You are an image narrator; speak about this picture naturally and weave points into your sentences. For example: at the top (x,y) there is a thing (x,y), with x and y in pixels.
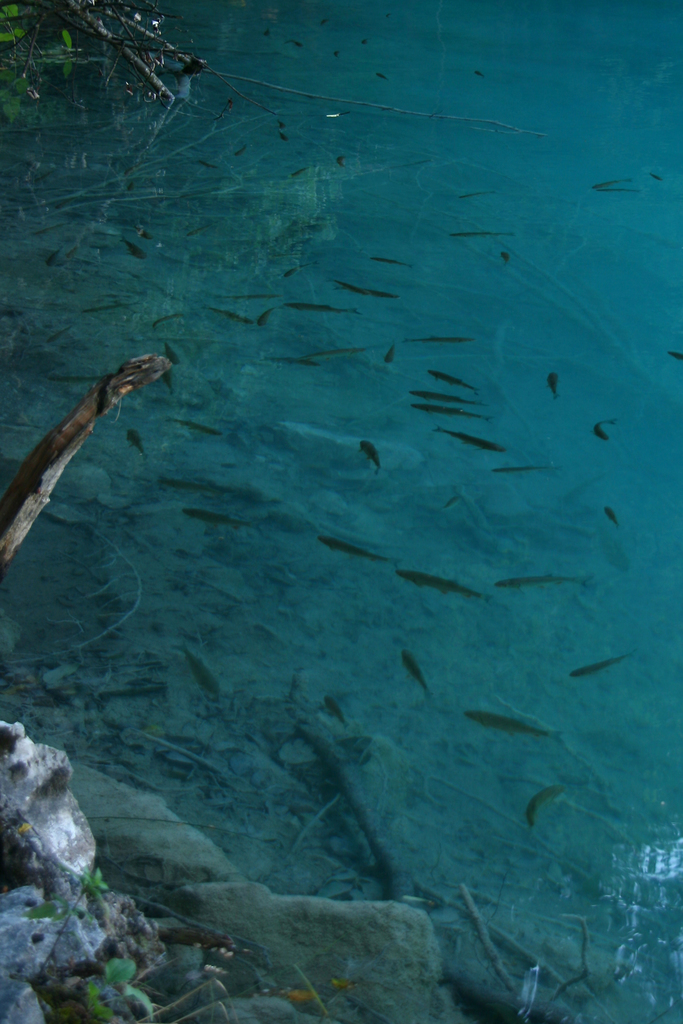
In this image we can see fish (507,581) in the water (489,501). Also we can see stems (164,95), leaves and stones (24,960).
